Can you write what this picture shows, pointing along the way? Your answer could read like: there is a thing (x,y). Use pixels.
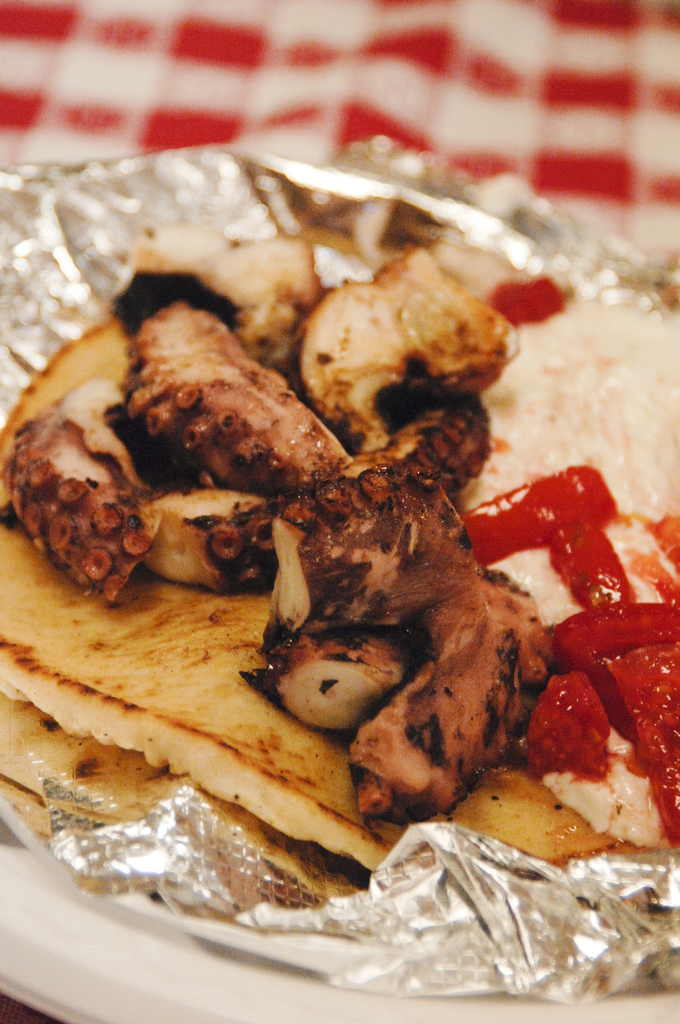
In this image there is a food item (275,467) in a wrapper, the wrapper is on top of a plate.
